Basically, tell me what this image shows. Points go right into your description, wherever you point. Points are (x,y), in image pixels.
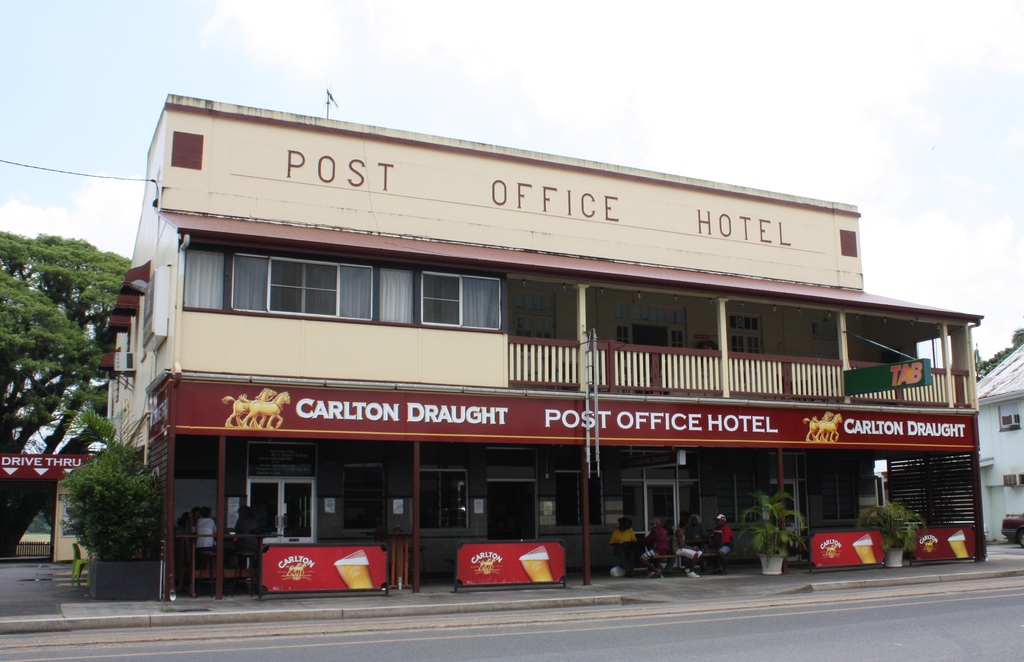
In the image there is a hotel (521,433) and above the hotel (199,399) there is a building (727,227) and on the left side (93,434) there are few plants (98,492) and trees (35,507), there is a road (577,647) in front of the hotel (836,456) and many people (687,526) were sitting outside the hotel (687,512).
